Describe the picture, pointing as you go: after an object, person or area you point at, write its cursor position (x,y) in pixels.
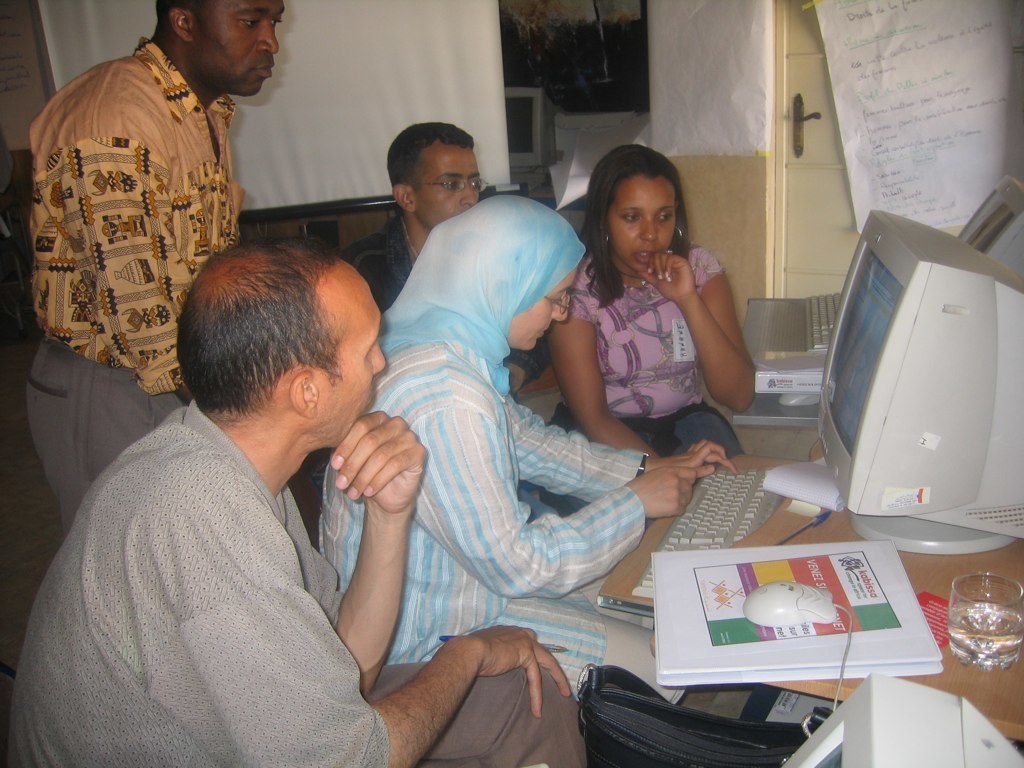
This picture is clicked inside. On the right (938,572) there is a wooden table (955,558) on the top of which we can see the monitors (857,370), keyboards (743,528), mouse (819,617), glass of water (963,638), book (929,646) and some other items (817,492) are placed. On the left (150,492) we can see the group of persons (420,337) sitting and there is a person (150,98) wearing shirt (110,166) and standing on the ground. In the background (715,38) we can see the wall (693,60), door (826,180) and some other objects (627,116).
